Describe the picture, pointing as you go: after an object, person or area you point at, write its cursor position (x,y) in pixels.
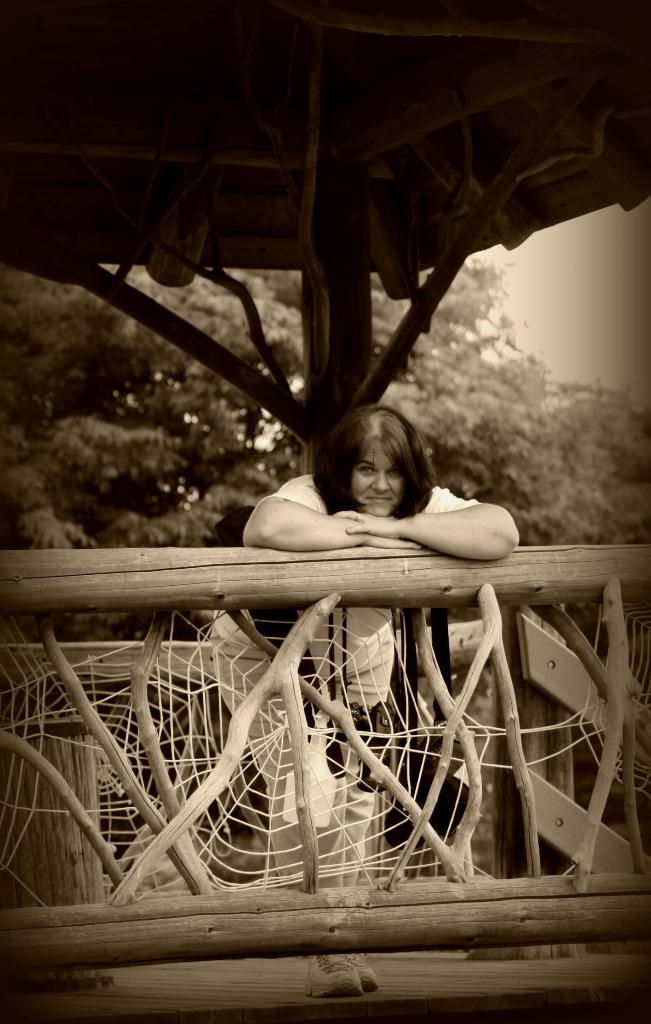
In the picture we can see a woman (334,840) standing under the wooden shed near the wooden railing (490,572) and behind the shed (240,365) we can see some trees (247,464).
